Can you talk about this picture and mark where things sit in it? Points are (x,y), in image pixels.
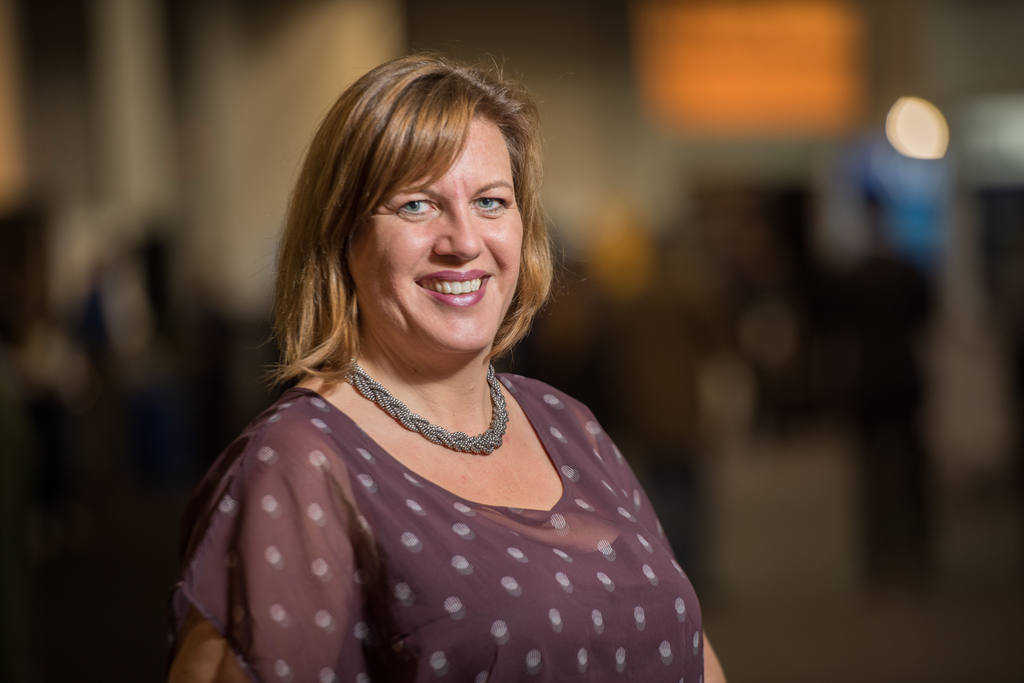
In this image there is a person (214,665) standing and smiling, and there is blur background (122,233).
